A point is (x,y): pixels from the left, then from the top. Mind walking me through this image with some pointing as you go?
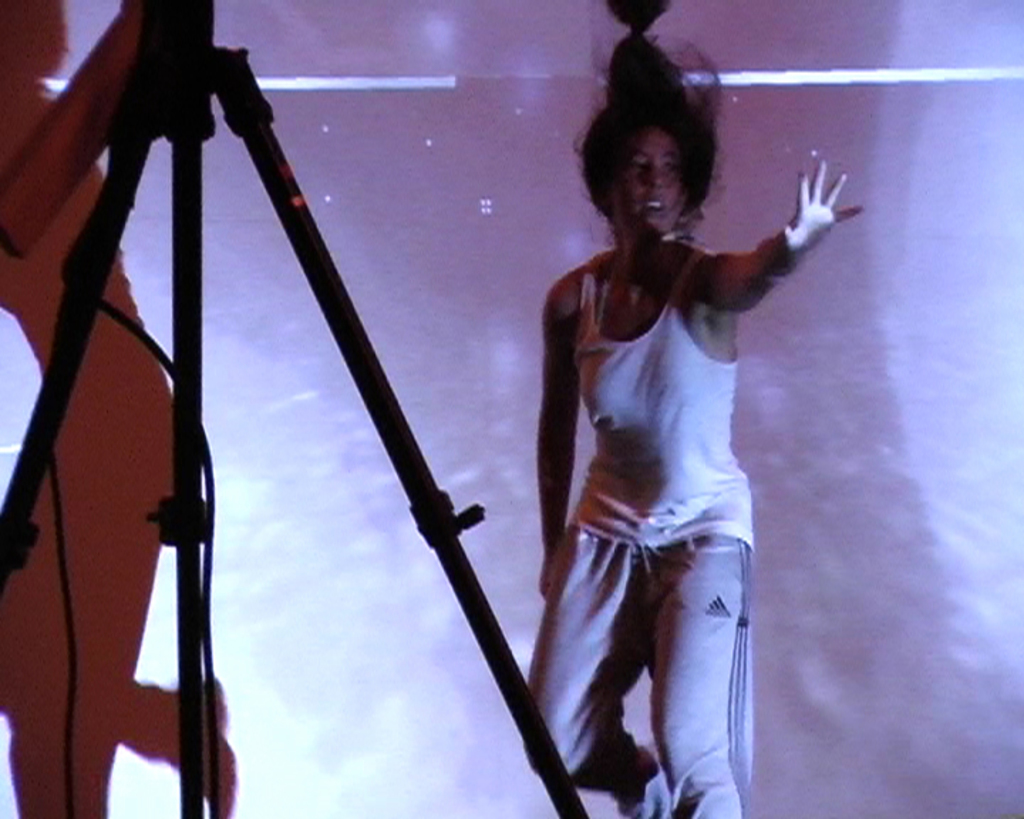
In this image I can see a woman (616,496) wearing a white color t-shirt (616,496) and in the background (237,320) I can see pink color and on the left side (198,363) I can see a stand (325,289) and shadow of person (64,443).
